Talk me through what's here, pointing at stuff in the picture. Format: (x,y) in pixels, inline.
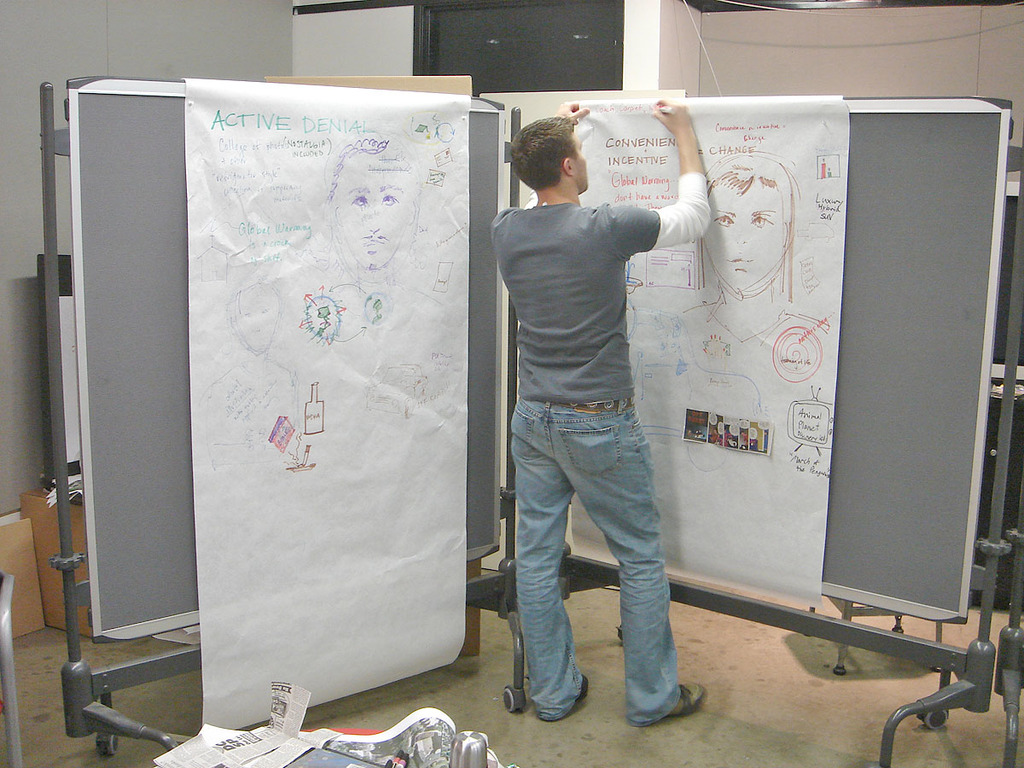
This image is taken indoors. At the bottom of the image (696,726) there is a floor (706,734). In the background (603,51) there is a wall (293,71) with a door (502,46) and there are a few cardboard boxes (34,564) on the floor (54,760). In the middle of the image (450,331) there are two boards (147,379) on the stands (79,678). There are two charts (298,309) with images (372,315) and text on the boards (476,393). A man (568,361) is standing on the floor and writing on the chart (628,176). There are a few papers (314,739) on the floor (491,741).
